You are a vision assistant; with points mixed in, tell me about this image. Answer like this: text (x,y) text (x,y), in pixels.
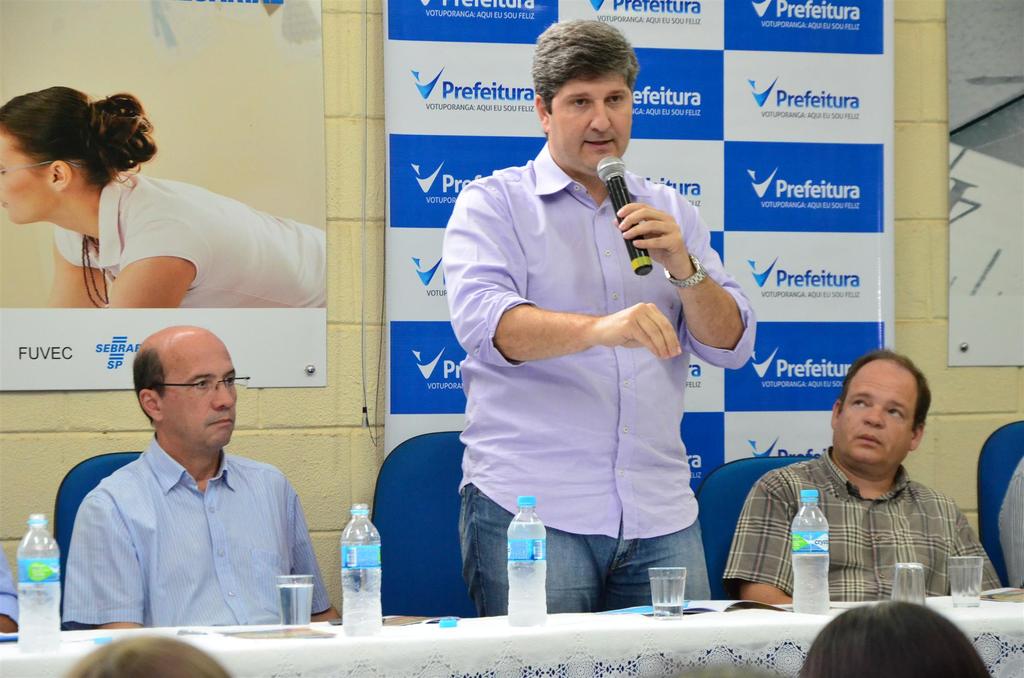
In this picture we can see two men (876,484) are sitting on chairs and a man (508,405) is standing and holding a microphone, we can see a table (634,650) in the front (634,663), there is a cloth (702,648), water bottles (52,572), glasses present on the table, in the background (353,382) there is a wall (335,263), on the left side (243,259) we can see a poster (33,263), there is a hoarding (704,49) in the middle (423,229), we can see logos (526,96) and some text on the hoarding (657,124).
